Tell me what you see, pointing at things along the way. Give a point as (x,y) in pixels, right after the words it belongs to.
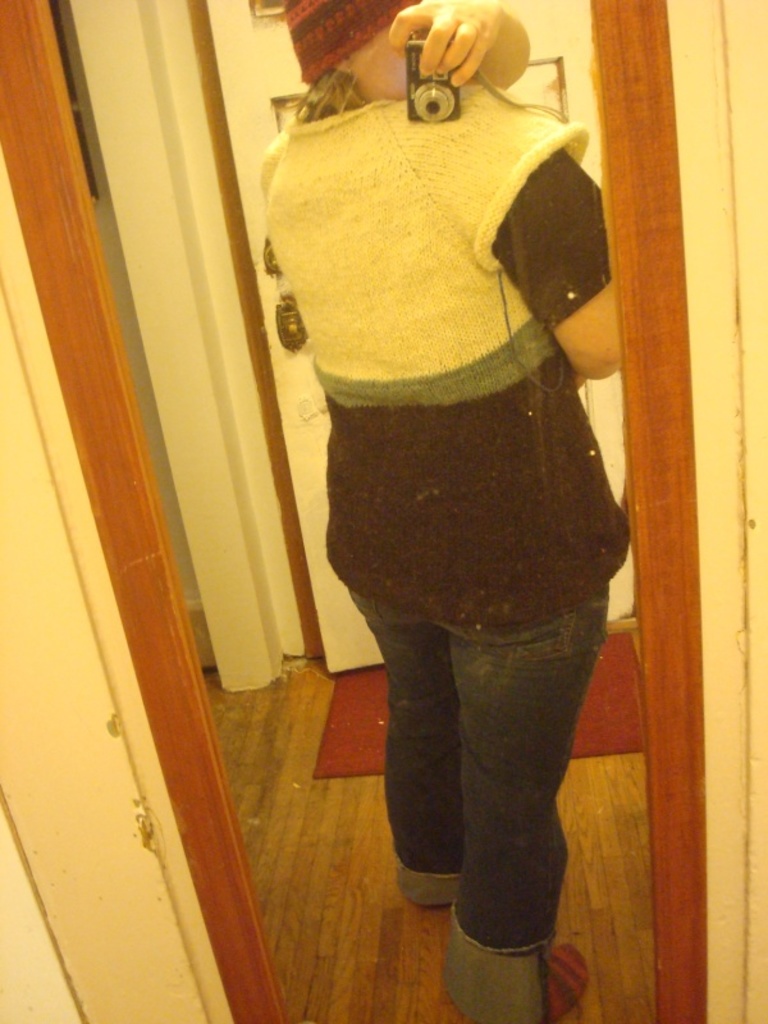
In this image there is a mirror (288,339) having a reflection (413,352) of a person (526,275) standing on the floor (373,842) having a mat (347,768). He is holding camera (410,87) in his hand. He is wearing a cap (335,61). Behind him there is a door (350,650) to the wall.
